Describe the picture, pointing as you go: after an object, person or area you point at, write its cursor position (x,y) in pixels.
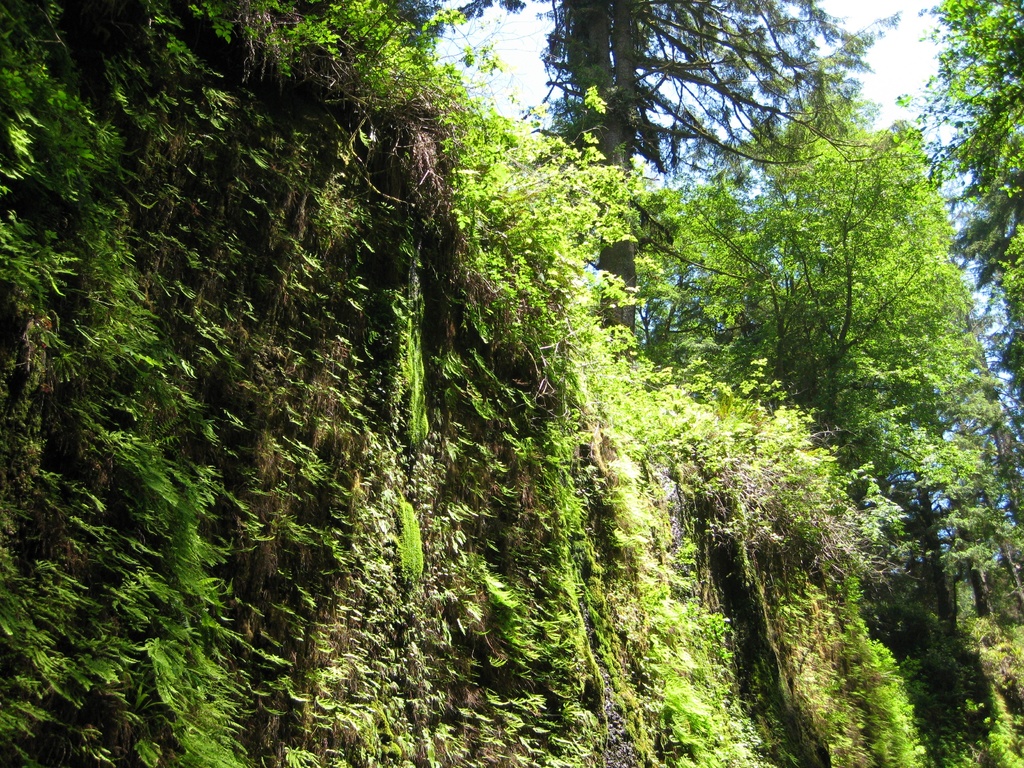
In the image there is a lot of greenery (643,266) and in the background (527,106) there is a sky (527,106).
